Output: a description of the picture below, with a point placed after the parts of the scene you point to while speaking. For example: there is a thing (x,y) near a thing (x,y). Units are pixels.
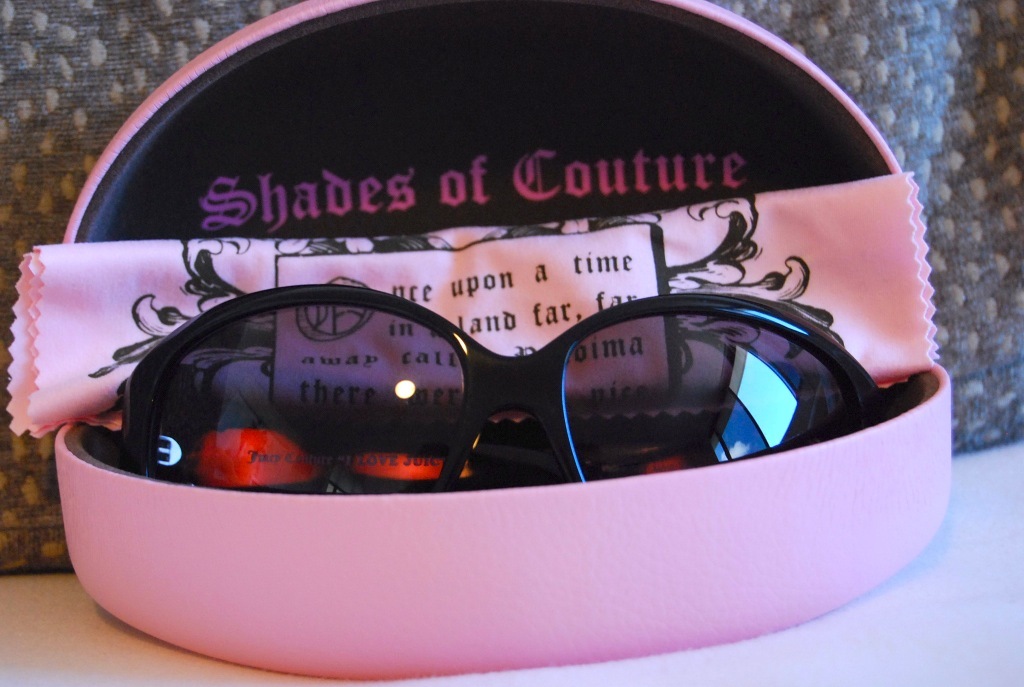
In this image inside a pink box (210,493) there is a pair of sunglasses (520,405). This is a cloth (621,246). In the background (931,90) there is cloth (978,177).
